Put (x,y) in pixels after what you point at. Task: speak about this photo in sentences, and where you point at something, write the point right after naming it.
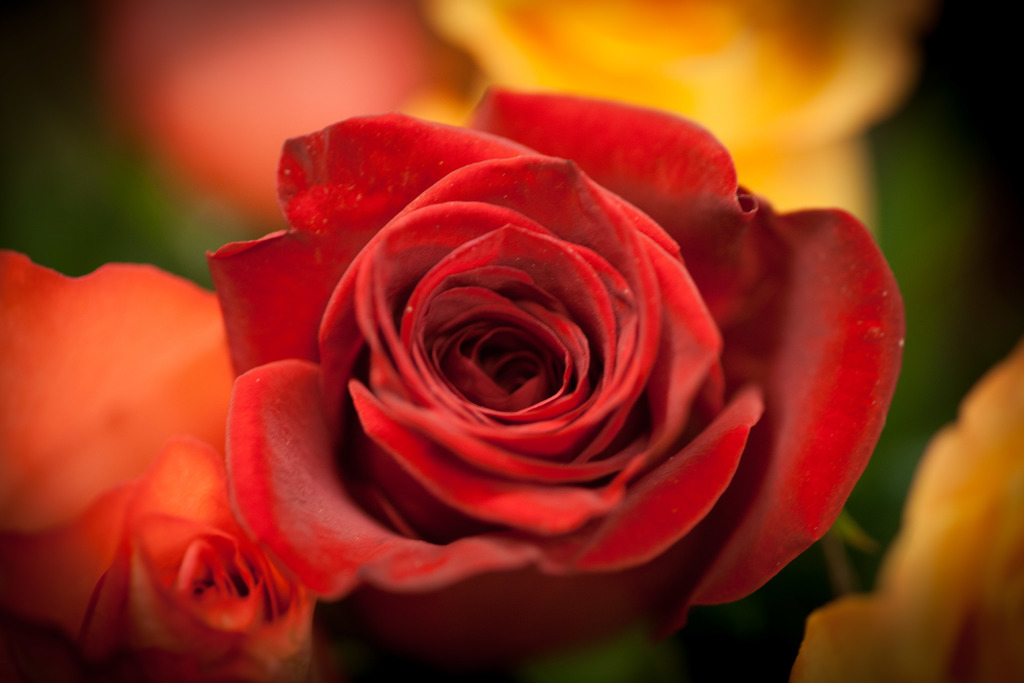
This is the picture of two roses (393,501) which are in red and orange color.
